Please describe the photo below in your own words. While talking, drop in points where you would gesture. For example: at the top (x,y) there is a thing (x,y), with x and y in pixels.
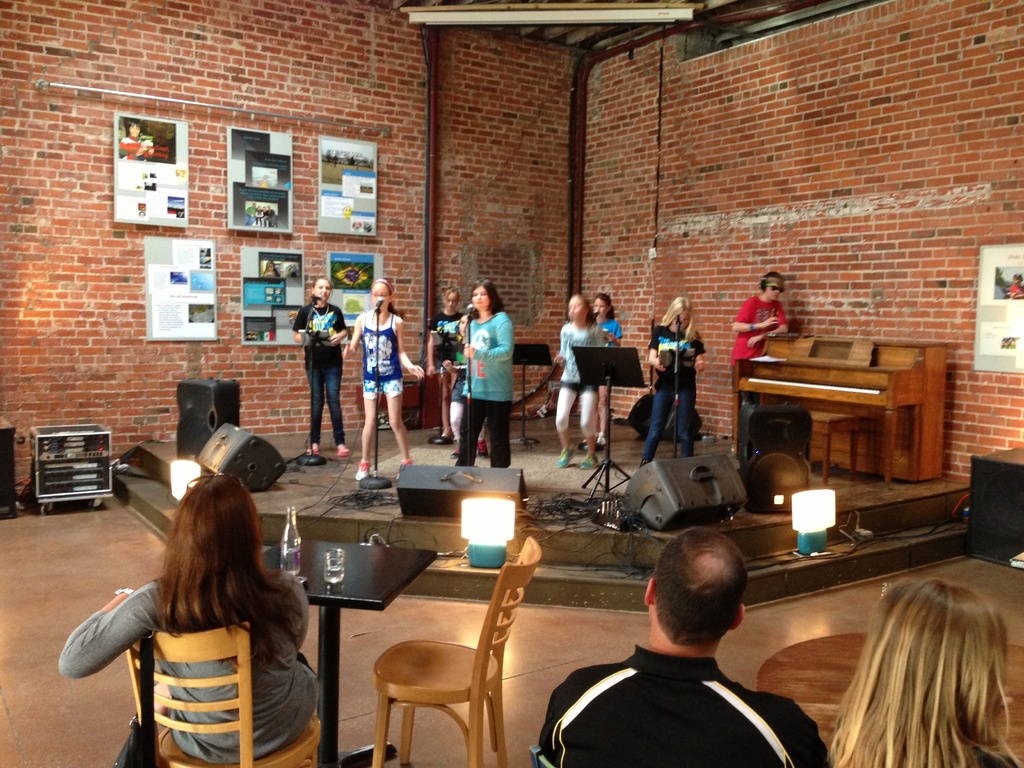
As we can see in the image, there are three people (865,679) sitting on chair (227,634). There is a bottle (296,560), a glass (341,569) and these three people (964,673) are looking at the persons (404,358) who are standing and singing on mike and there is a brick wall (732,106) over here. On brick wall (77,271) there are some posters (208,282).
